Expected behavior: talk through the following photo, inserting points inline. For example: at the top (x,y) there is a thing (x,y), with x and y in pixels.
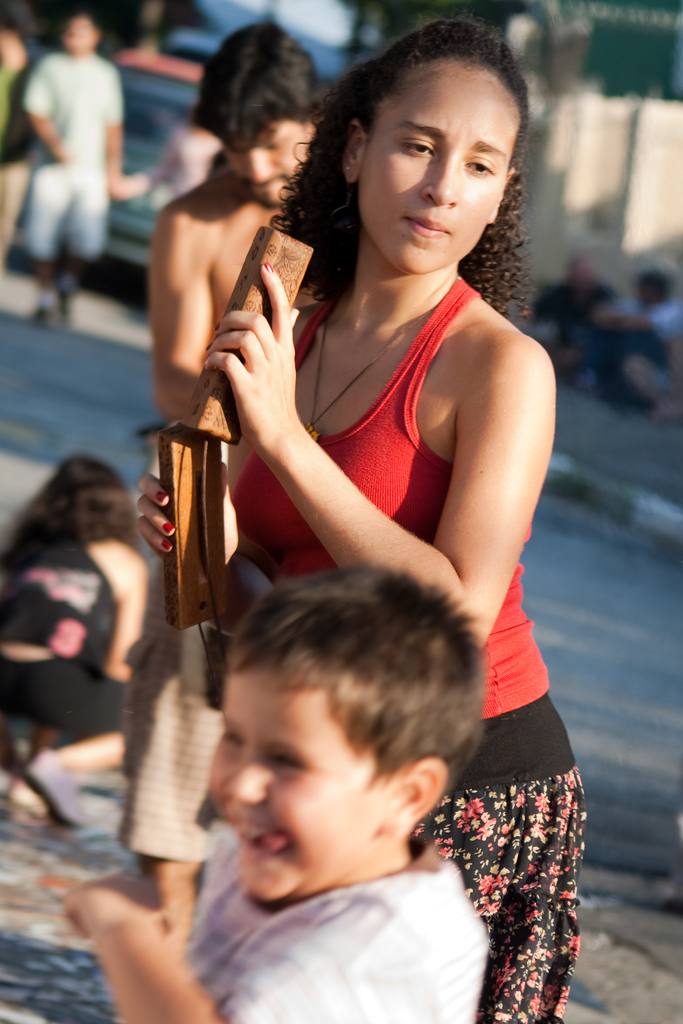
In this picture we can see a group of people (514,648) on the ground (627,662), one woman (520,659) is holding objects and in the background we can see a vehicle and some objects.
